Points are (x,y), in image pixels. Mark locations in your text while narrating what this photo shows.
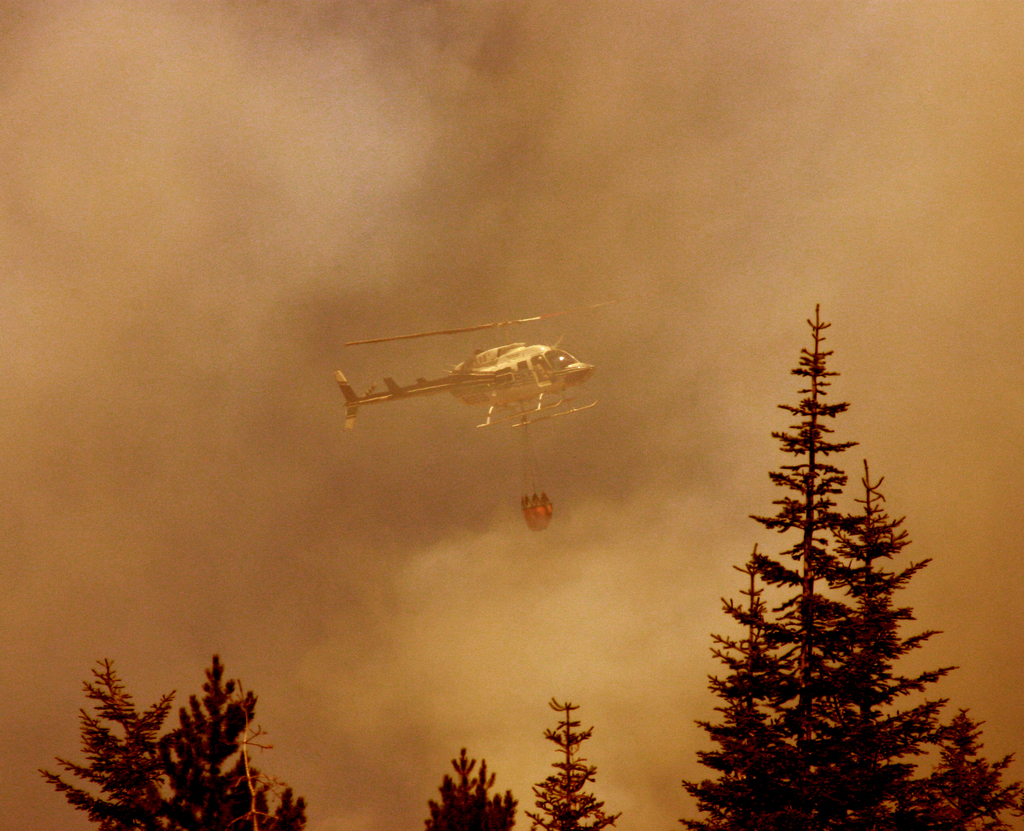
In the foreground of the image (580,718) we can see trees (944,736). In the middle of the image (441,333) we can see a helicopter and an object (539,505). On the top of the image (621,186) we can see the sky (557,199).
